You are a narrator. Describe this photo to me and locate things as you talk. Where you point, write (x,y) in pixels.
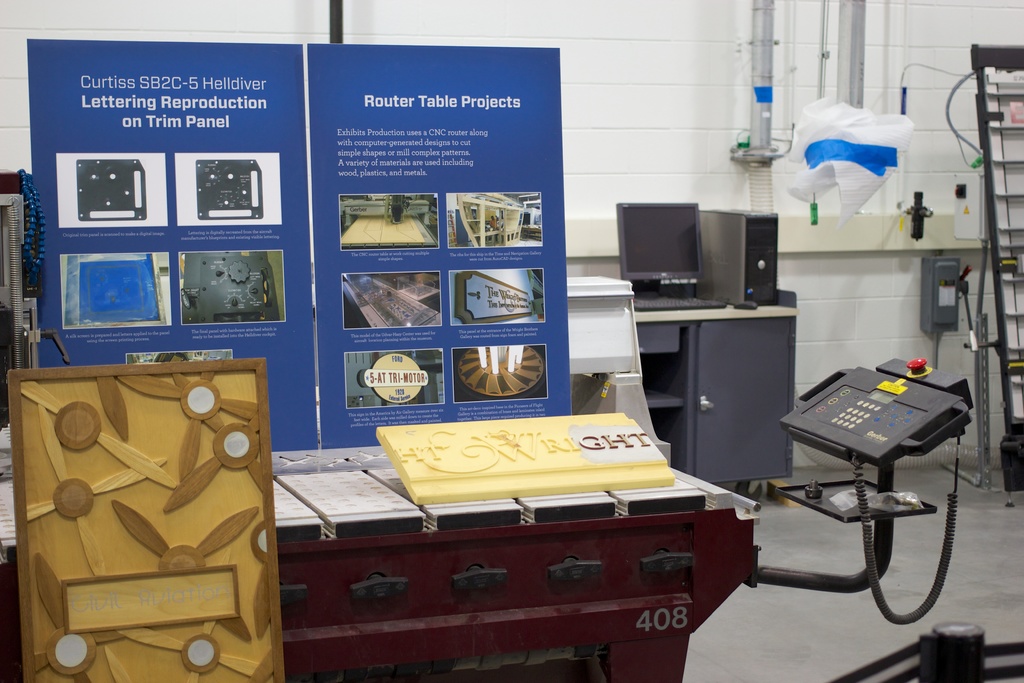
In this picture we can see a few posters (301,371) and a wooden object (264,410) on the left side (136,434). There is a device (923,438). We can see a computer (680,203) and a CPU (708,279) on the desk (784,306). We can see a pipe (768,150) and other objects (1016,169) in the background (999,90).
